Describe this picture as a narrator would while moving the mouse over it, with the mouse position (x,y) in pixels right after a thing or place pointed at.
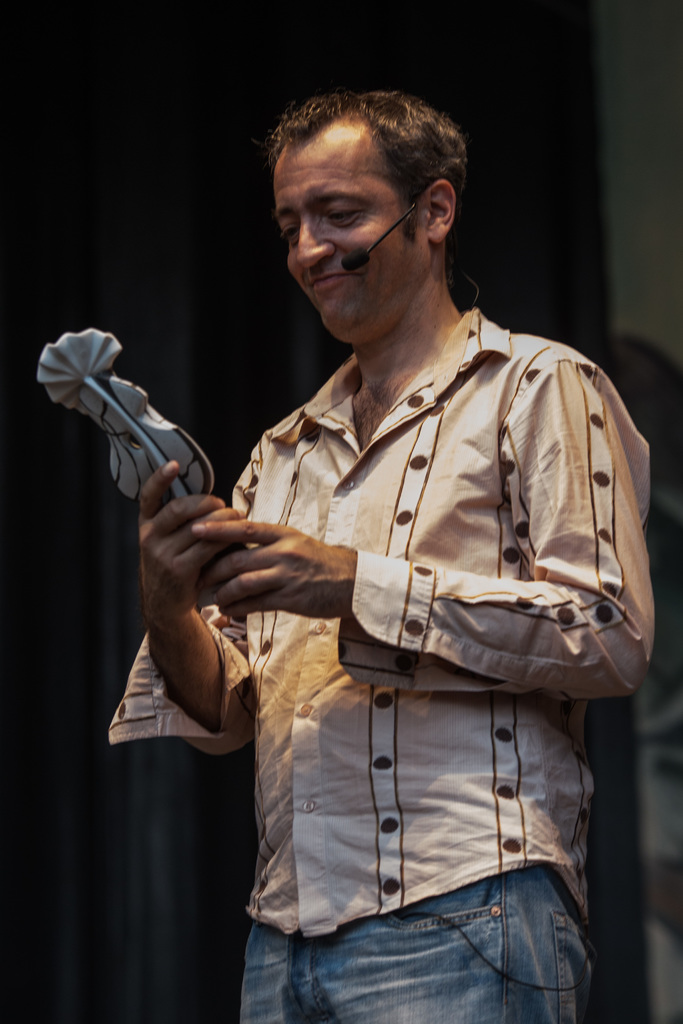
Here in this picture we can see a person (343,428) standing over a place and he is holding something (124,445) in his hands (146,489) and we can see microphone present on his ear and he is smiling.
